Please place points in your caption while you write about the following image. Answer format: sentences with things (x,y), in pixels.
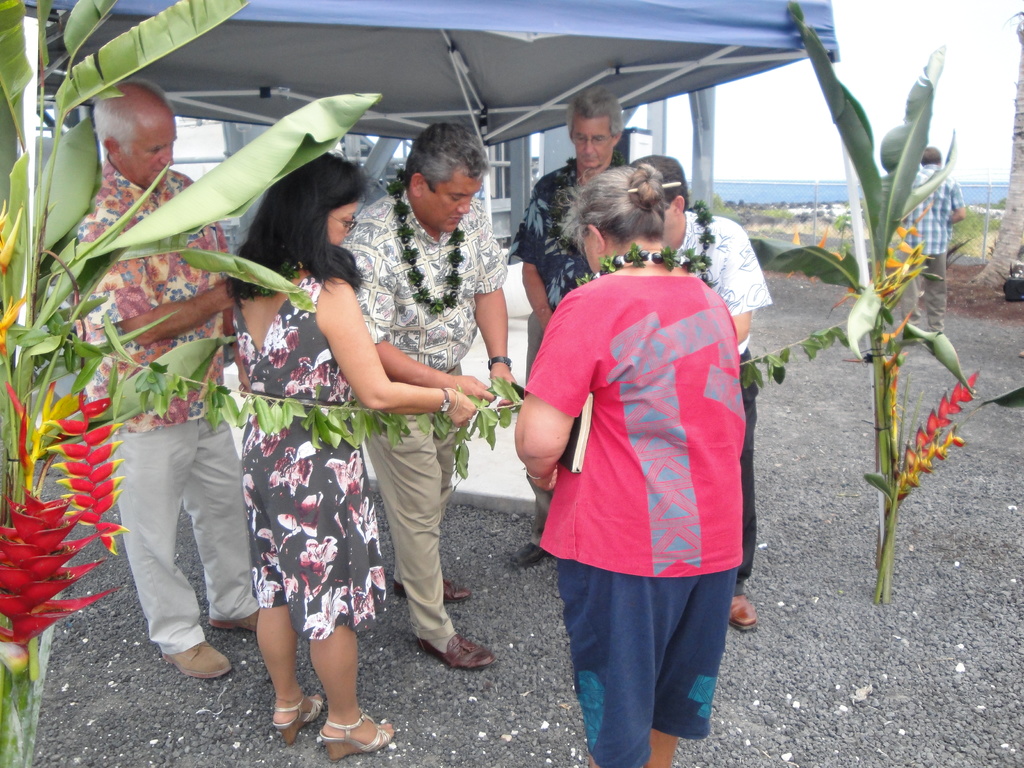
In this image we can see people (707,513) standing and some of them are wearing garlands (663,254). There are trees (893,387). In the background (879,126) there is a tent (305,33) and sky (804,128).
